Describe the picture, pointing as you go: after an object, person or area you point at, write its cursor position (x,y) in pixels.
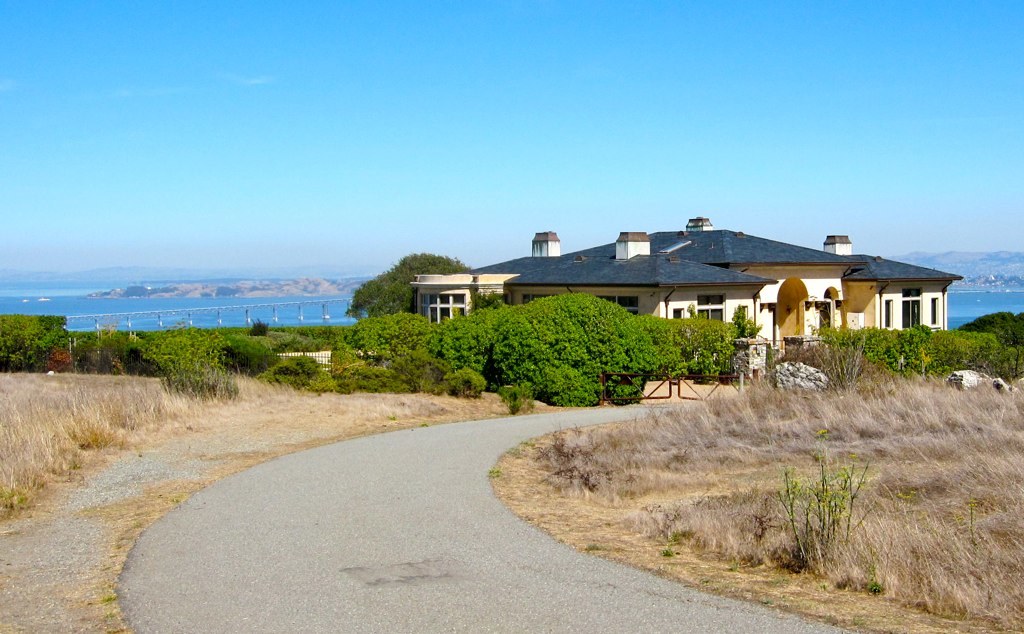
In this image we can see a house (690,285) and it is having many windows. There is a sky (514,124) in the image. There is a bridge (289,303) in the image. There is a lake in the image. There are many plants (376,344) and a tree (387,282) in the image. There is a road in the image. There are dry plants (851,473) at the either sides of the image. There is a gate (672,378) to the house (796,306). There are many hills (1009,261) at the right side of the image (997,264).
